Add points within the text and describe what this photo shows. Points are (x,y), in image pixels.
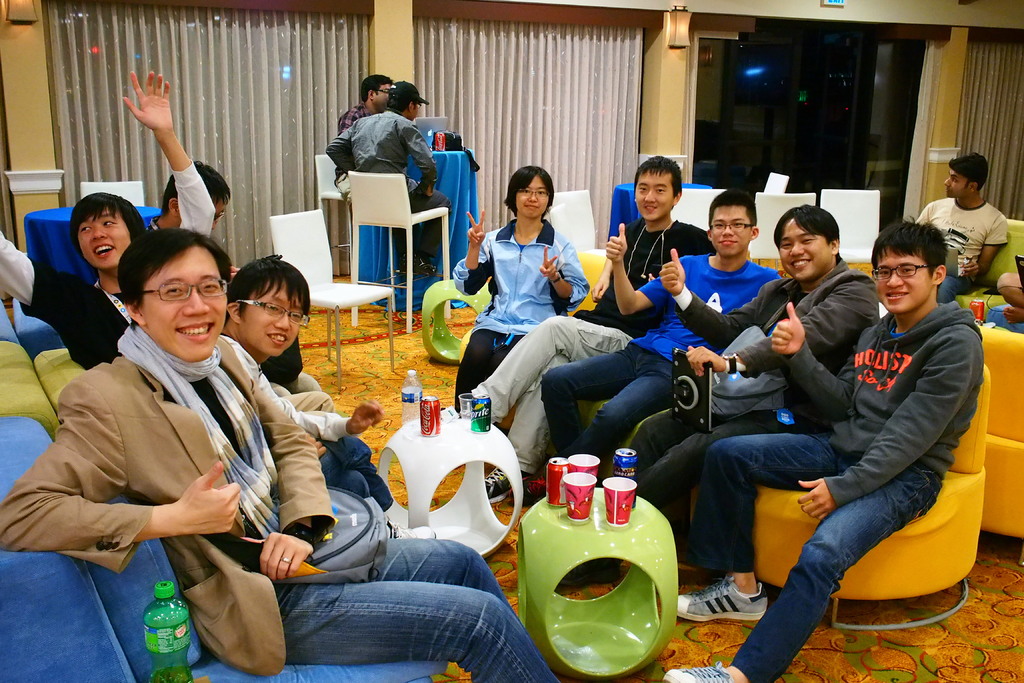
This image is taken inside the room (901,478). There are many people (308,465) in this room (103,320), they are sitting on the chairs (448,226), sofas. In the left side of the image (175,400) few people (342,471) are sitting on the sofa (237,678) and there is a bottle (160,641). In the right side of the image (843,547) a man (725,448) is sitting on the chair (887,565) wearing the spectacles (888,270). In the middle of the image (401,435) there is a table (527,511) and on top of it there are few cups (567,483) and coke tins (559,502) on it. In the bottom of the image (942,645) there is a floor (957,637) with mat (984,623). In the background (447,60) there is a wall (15,63), sign board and curtains (440,78).
